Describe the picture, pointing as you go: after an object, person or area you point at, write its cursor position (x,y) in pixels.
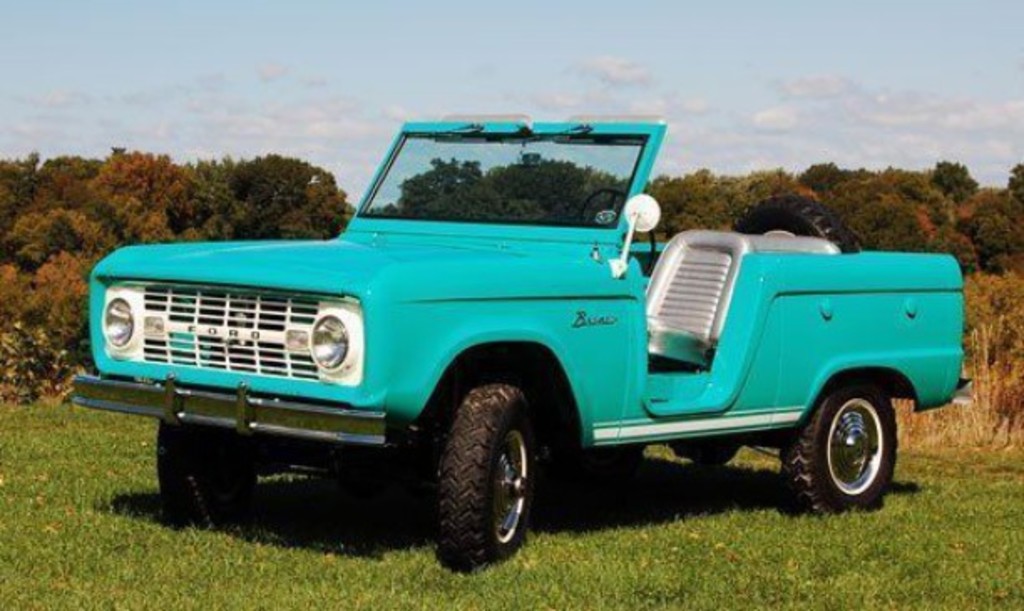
In front of the image there is a jeep (445,367), behind the jeep (615,265) there are trees (158,229), at the top of the image (491,72) there are clouds (926,127) in the sky (175,105).
